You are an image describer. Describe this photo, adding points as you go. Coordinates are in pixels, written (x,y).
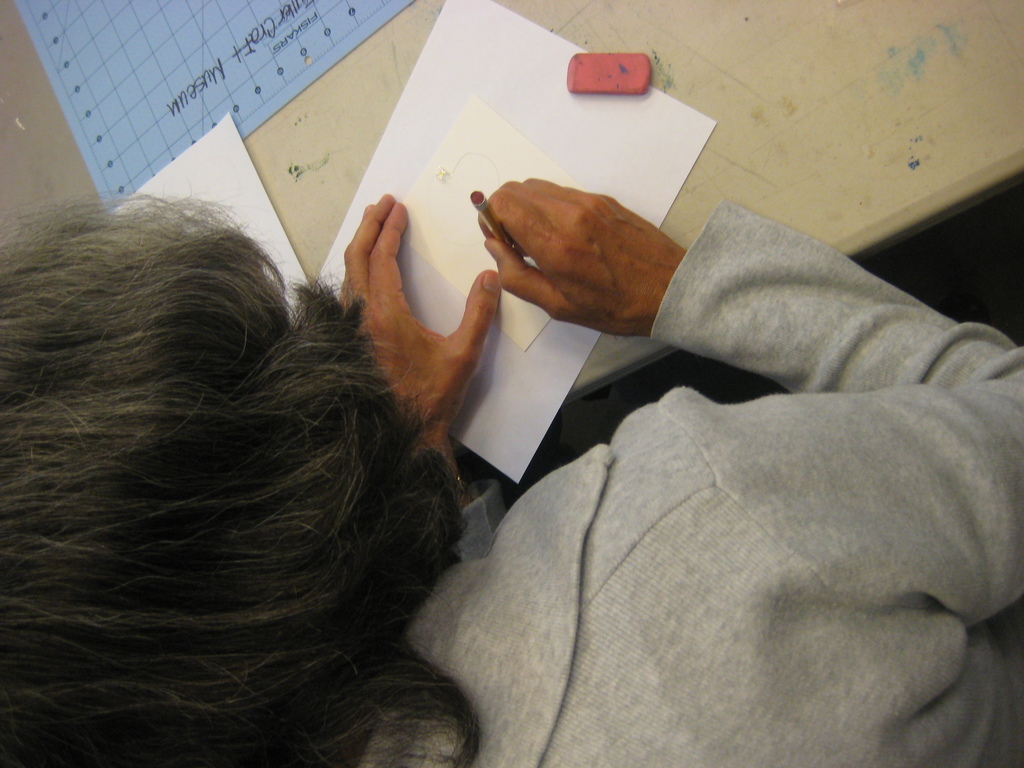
In this image there is a lady (743,496) sitting on a chair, in front of there is a table (996,28), on that table (345,98) there are papers (493,82).
